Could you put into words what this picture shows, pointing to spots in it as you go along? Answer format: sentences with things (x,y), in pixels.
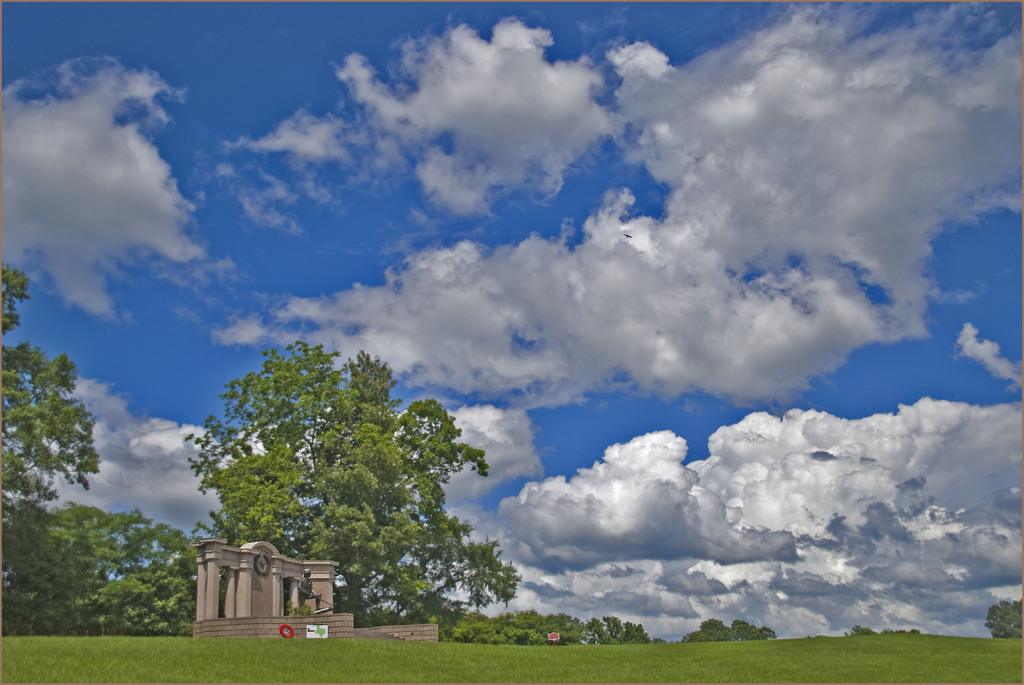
This picture shows a few trees (258,461) and we see grass (80,645) on the ground (44,670) and a monument (294,633) and a blue cloudy sky (328,334).
